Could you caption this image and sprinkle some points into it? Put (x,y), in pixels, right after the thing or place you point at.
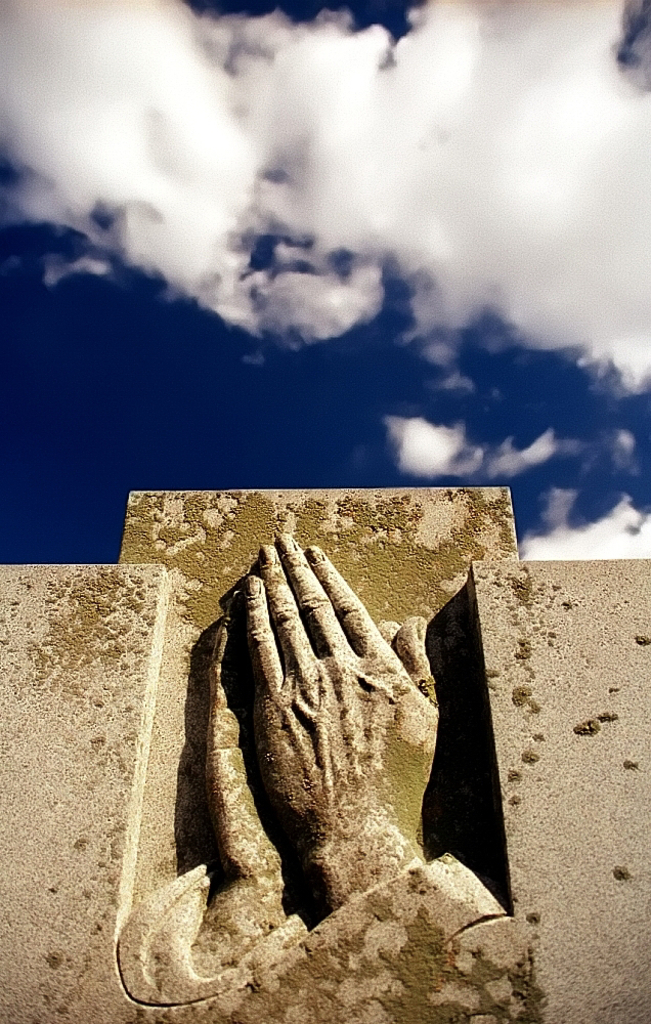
In this image at the bottom (303,858) there is a sculpture (270,787) and a wall (204,804), at the top of the image (301,163) the sky (371,217).
